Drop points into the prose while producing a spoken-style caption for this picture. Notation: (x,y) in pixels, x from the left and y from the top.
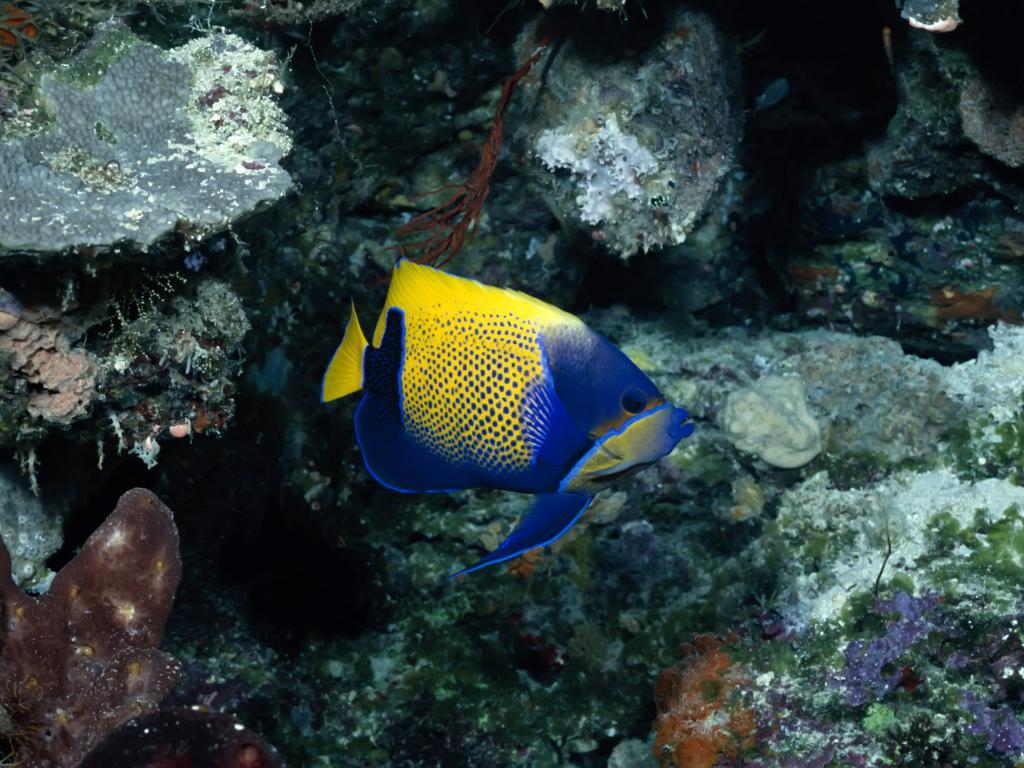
In this picture I can see a fish (466,385) and corals (244,661) under the water (252,527).
